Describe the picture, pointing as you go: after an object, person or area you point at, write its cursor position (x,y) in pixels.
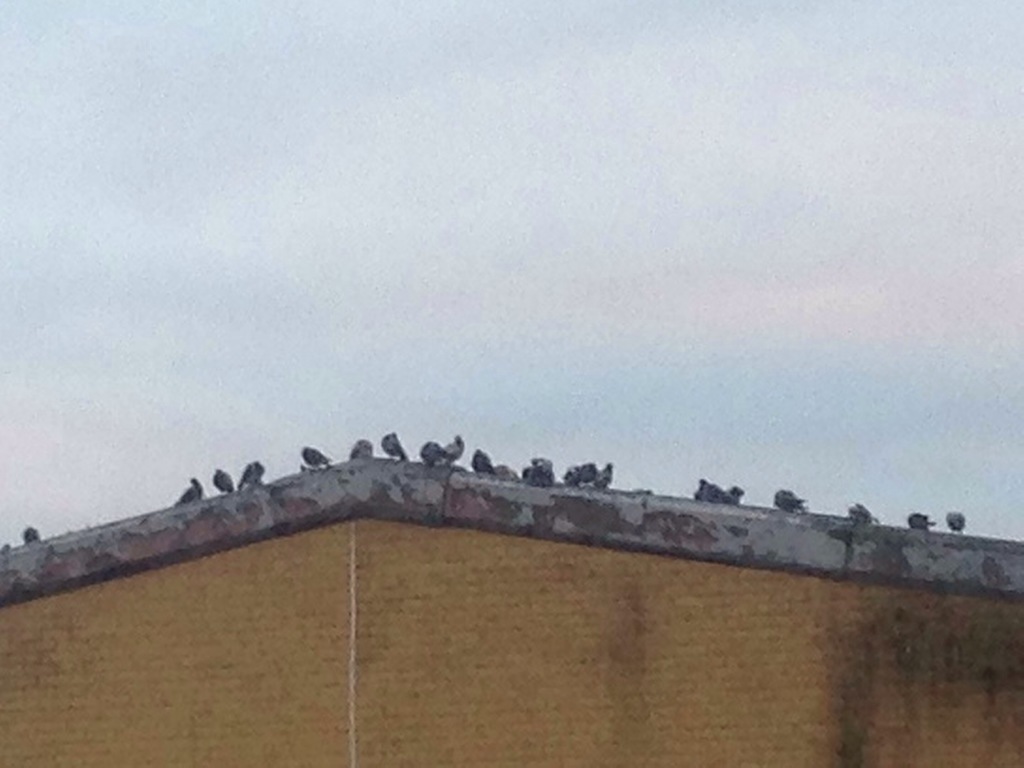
In this image, we can see some birds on a wall (391,651). There is a sky (551,222) at the top of the image (539,105).
